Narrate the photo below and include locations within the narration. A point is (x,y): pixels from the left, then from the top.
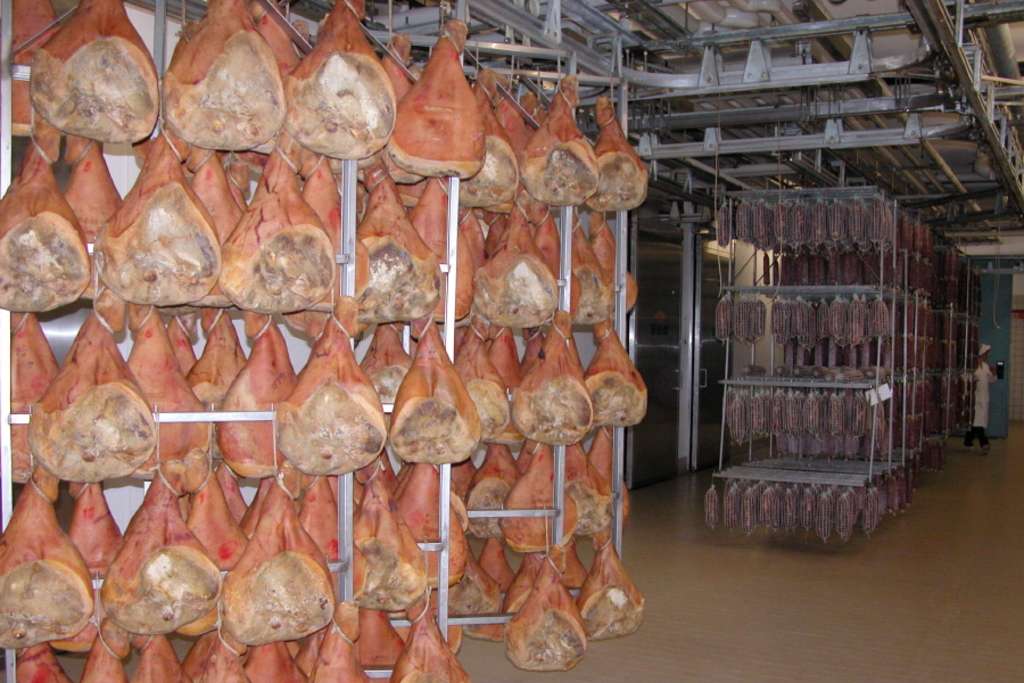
In the picture we can see a hanger (452,483) full of meat pieces (489,572) and the hanger (536,375) is fixed to the ceiling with some pipes (681,197) and iron rods (706,168) to it and we can see another hanger (763,514) with some meat pieces (897,255) and in the background (974,426) we can see a person (975,409) standing near the door (994,331).
